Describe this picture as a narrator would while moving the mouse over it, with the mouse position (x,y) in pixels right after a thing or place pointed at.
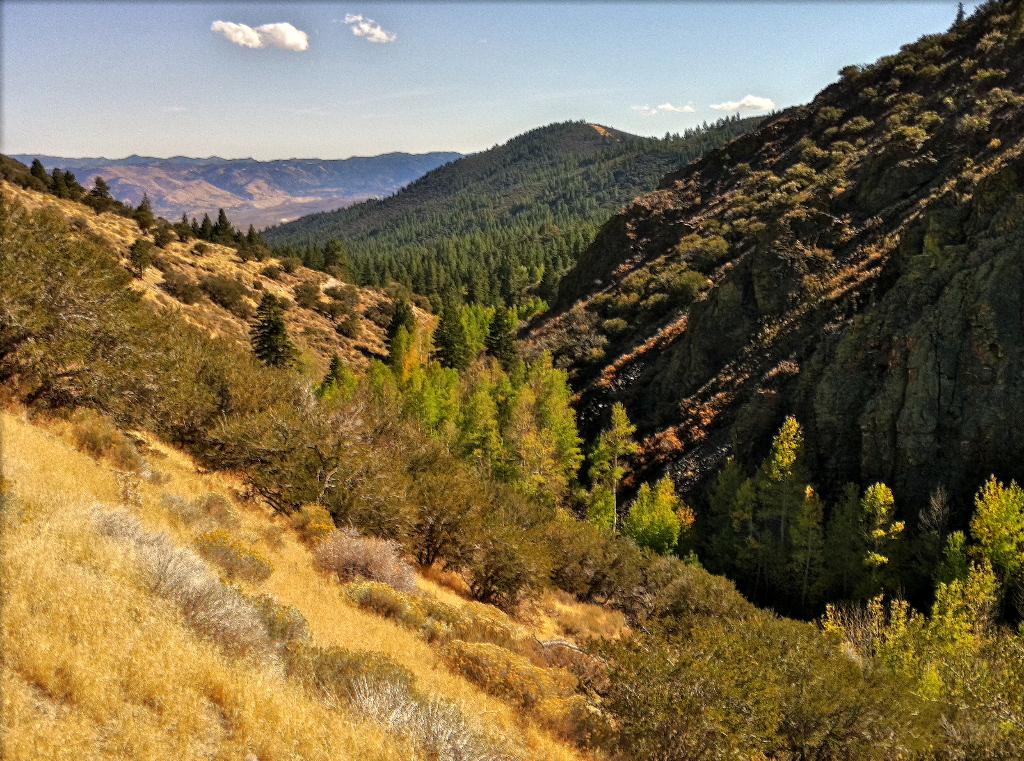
Trees (398,420) are present on the mountains (357,344) as we can see at the bottom of this image (514,608), and there is a cloudy sky (309,49) at the top of this image (410,61).
